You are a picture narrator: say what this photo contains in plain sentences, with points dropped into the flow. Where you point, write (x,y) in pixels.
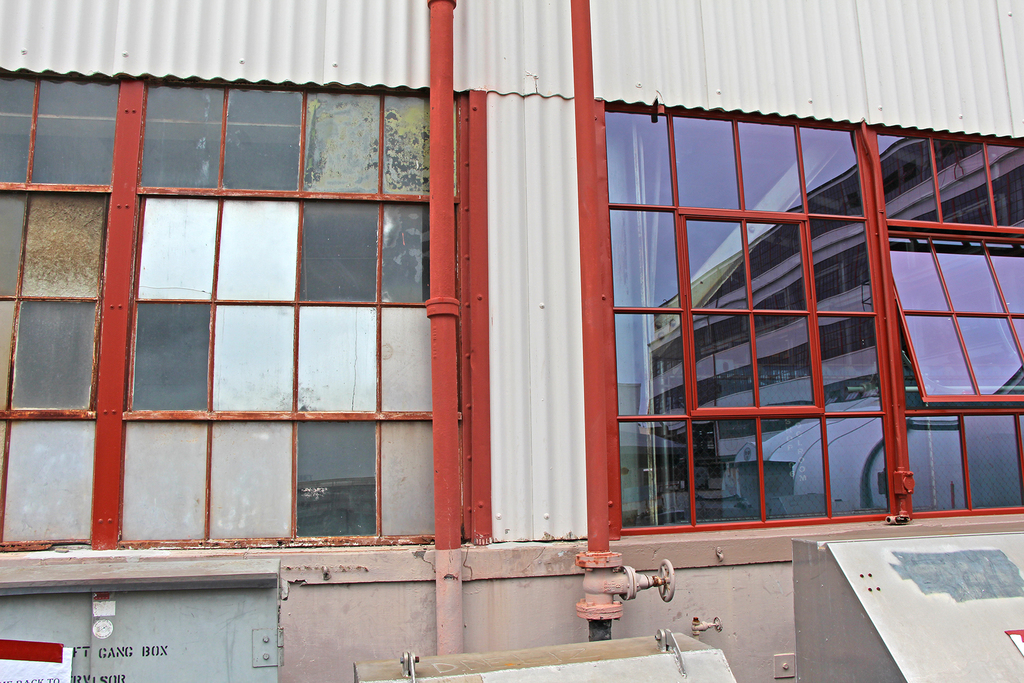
In the image there are many windows (756,262) to a compartment (795,1) and there are two rods (585,283) and there is a tap (659,577) attached to one of the rod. There are some objects (917,594) in front of that compartment wall (561,641).
